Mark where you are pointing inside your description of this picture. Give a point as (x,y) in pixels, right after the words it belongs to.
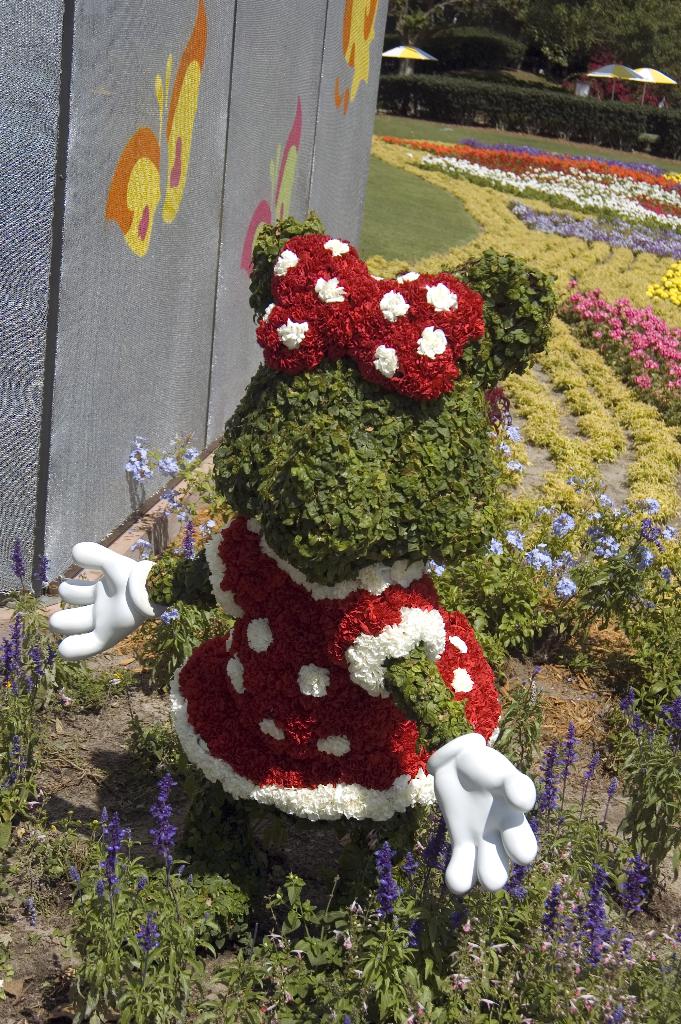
In this image there are few plants (664,760) having flowers (512,538). Middle of the image (384,440) there is a plant (384,440) which is carved in the shape of a toy (319,591) having few flowers (305,740) and leaves (338,513) on it. Left side (152,382) there is a wall (217,114) having some painting (284,184) on it. Right side (653,76) there are few umbrellas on the grassland (580,145) having few plants (516,98) and trees (674,27).
